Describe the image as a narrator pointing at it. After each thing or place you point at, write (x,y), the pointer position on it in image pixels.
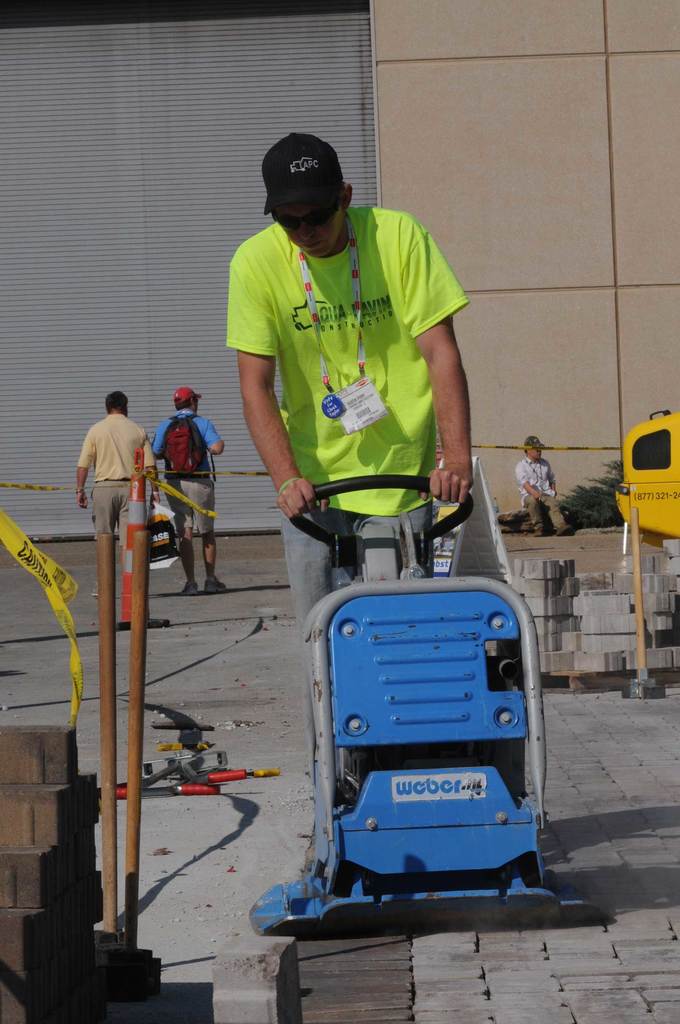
There is one person (398,494) standing and holding a plate compactor (385,591) as we can see in the middle of this image (415,674). There are two persons (111,487) standing on the left side of this image (152,473), and one person (537,475) is sitting on the right side of this image (530,486), and there is a wall (552,461) in the background (367,185).
